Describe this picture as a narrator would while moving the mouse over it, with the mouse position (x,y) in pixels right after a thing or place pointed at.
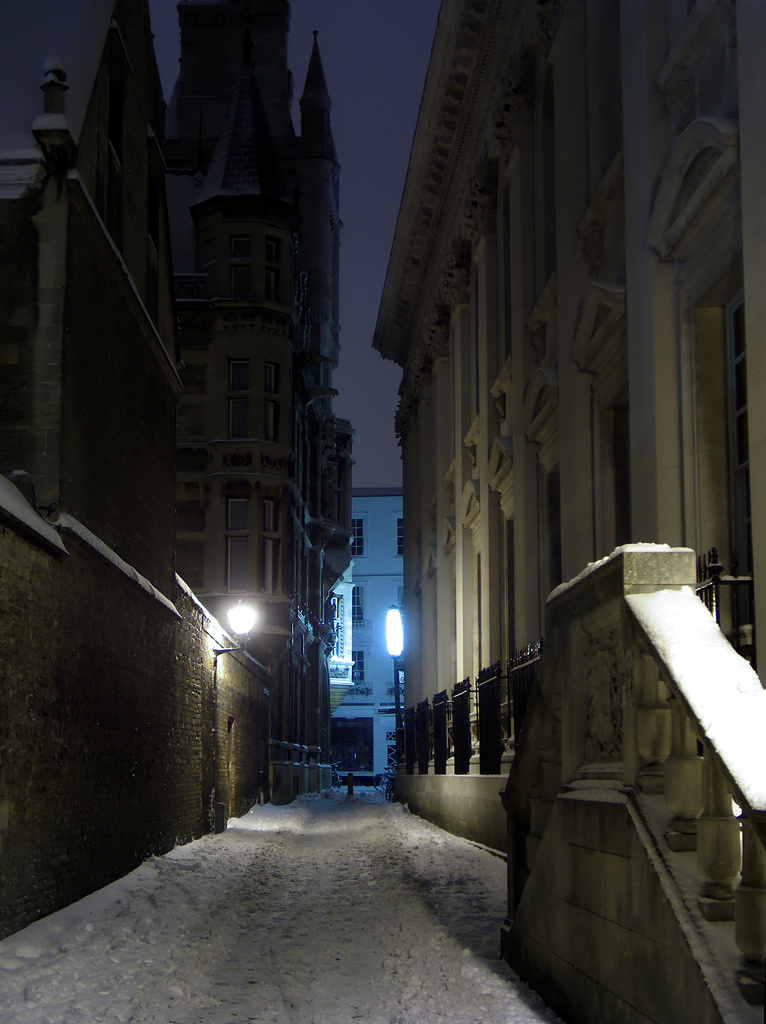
This image consists of a road (289,927) on which there is snow (463,923). To the right (532,923), there is a buildings (510,841) along with a railing (687,770). To the left (235,663), there is a light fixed to the wall (179,638). At the top (376,204), there is a sky (370,236).
